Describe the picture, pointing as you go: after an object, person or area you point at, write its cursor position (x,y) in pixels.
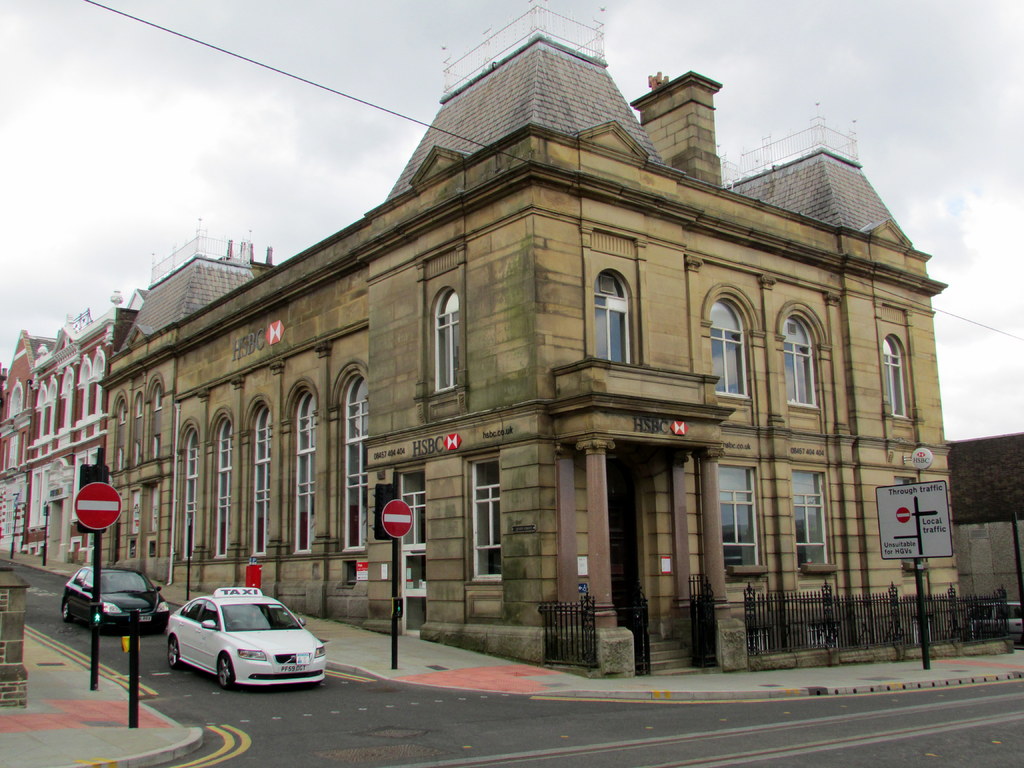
At the bottom of the image (354,677) there is a road (510,733) with two cars (242,632). On the left side of the image (42,651) there is a footpath (83,686) with poles (98,608). In the background (487,285) there is a building (431,441) with walls (396,399), windows (357,421), pillars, roofs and there is a door (634,479). In front of the building (483,602) there is a fencing (842,597). In front of the building (321,599) there is a footpath (918,671) with poles (188,555) and sign boards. At the top of the image (869,120) there is a sky (963,235).
